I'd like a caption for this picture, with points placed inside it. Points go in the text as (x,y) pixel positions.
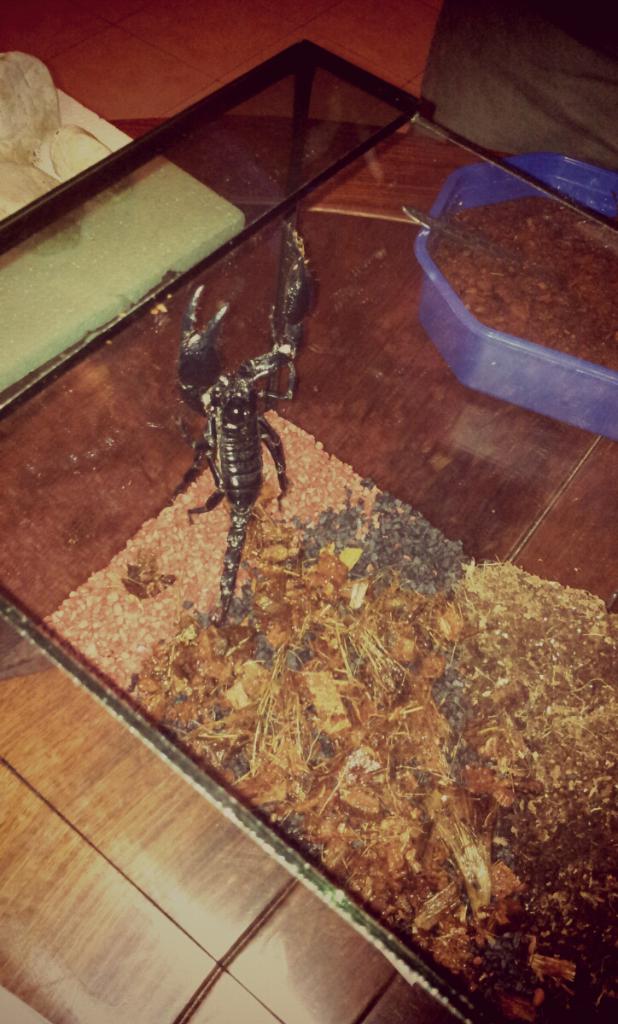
In this image I can see a glass thing (331,222) and on it I can see a black scorpion (283,458). On the right side of this image (463,167) I can see a blue colour container (503,354) and in it I can see a spoon (466,228) and brown colour thing (585,344). I can also see a white colour thing (19,78) on the top left side of this image (6,190).
